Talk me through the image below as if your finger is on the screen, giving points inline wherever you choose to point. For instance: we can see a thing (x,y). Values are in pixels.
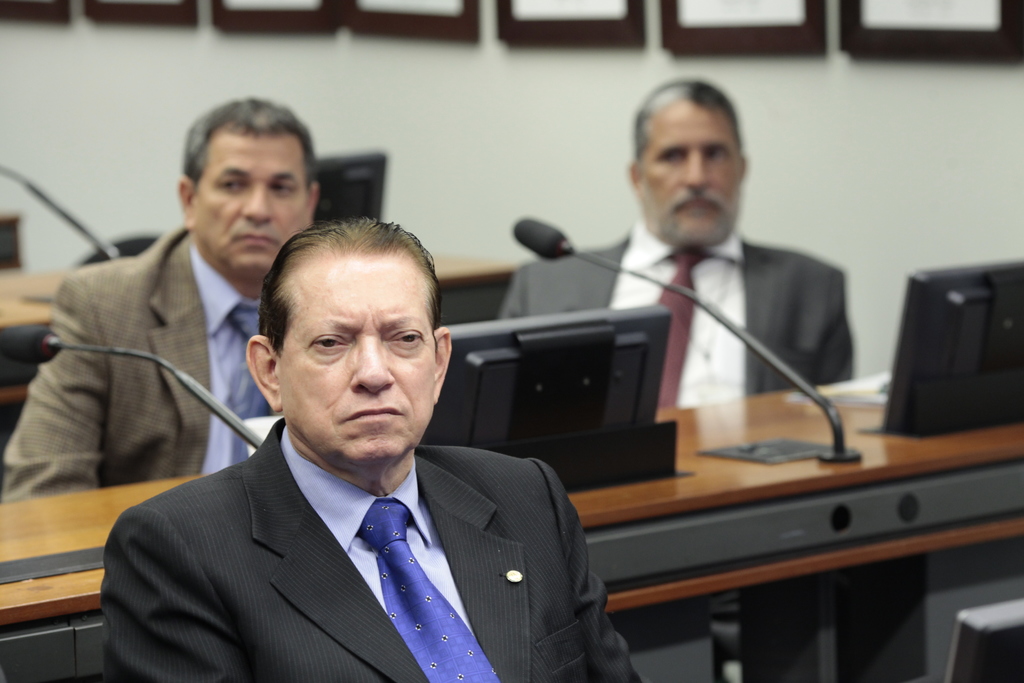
In this image I see 3 men (297,247) who are sitting on chairs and there are tables (12,537) and on the tables (475,279) there are microphones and an electronic device (997,333). In the background (1006,196) I see the wall (965,75).
